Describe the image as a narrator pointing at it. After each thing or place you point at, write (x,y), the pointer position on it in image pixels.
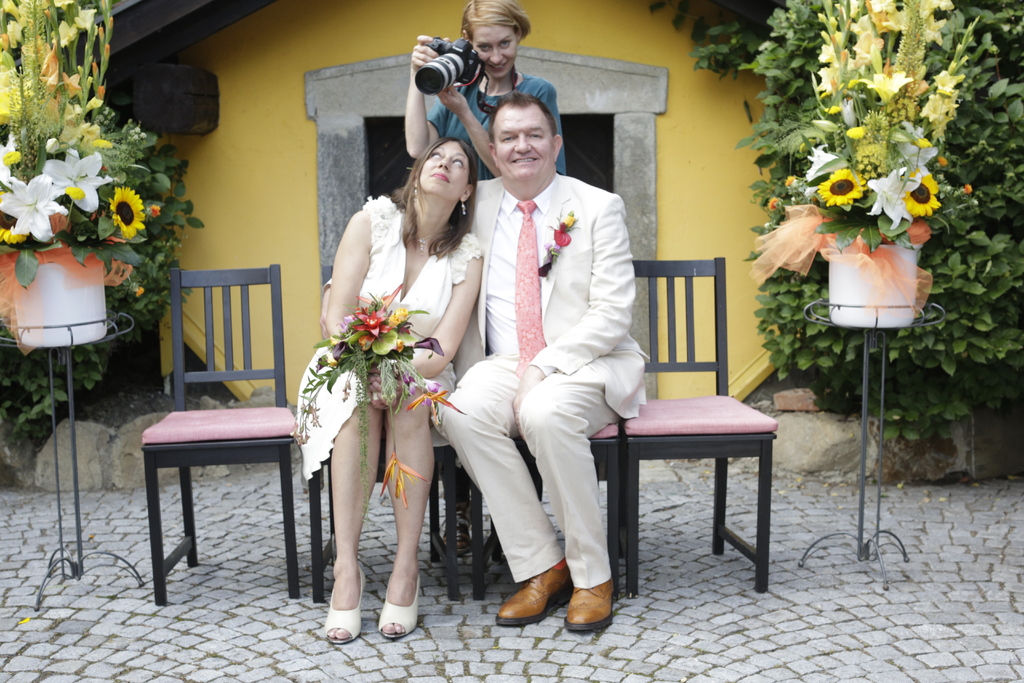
The image is outside a building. in this image one man (471,356) and woman (428,297) sitting on chair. They are wearing white dress (483,301). The woman (431,301) is holding bouquet (364,334). There are two more chairs (229,421) beside them. behind them a lady (518,79) is holding a camera (479,74). On the both side of them there are flower vase (102,333). In the right top corner (995,121) there is tree (981,260). In the background (750,339) there is building (664,133). All are looking happy. The floor (201,645) is made up of cobblestones (555,650).
